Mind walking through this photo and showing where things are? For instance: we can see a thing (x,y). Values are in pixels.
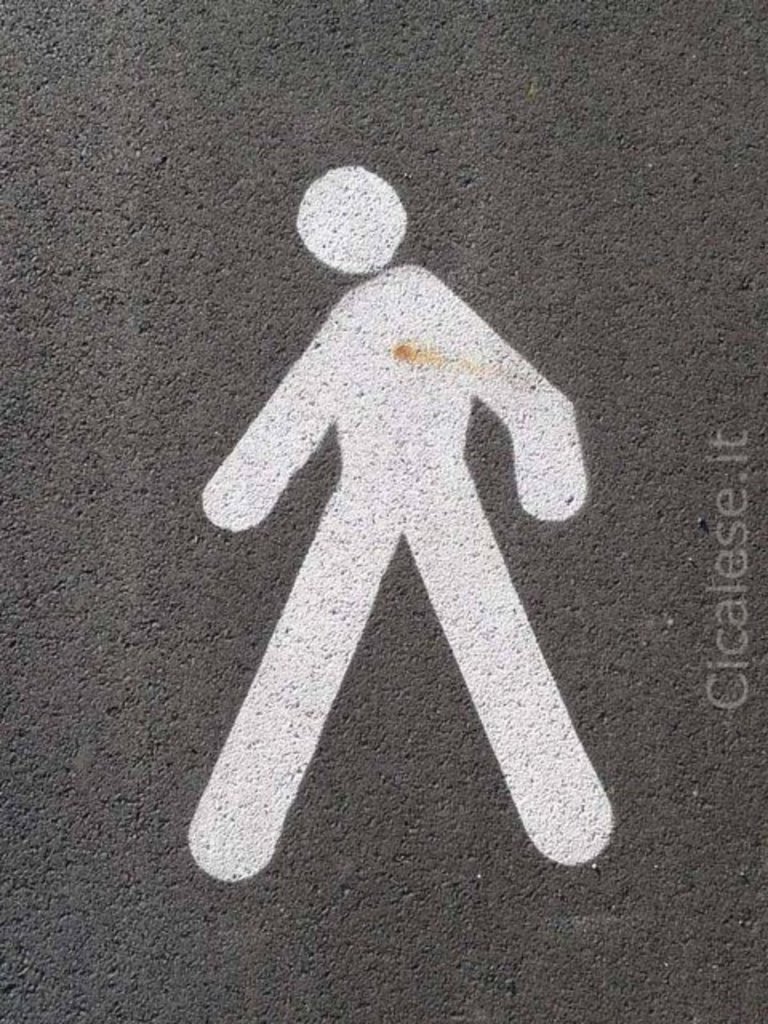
In this image, we can see a painting (401,395) on the concrete surface (677,568) and there is some text (723,653).
